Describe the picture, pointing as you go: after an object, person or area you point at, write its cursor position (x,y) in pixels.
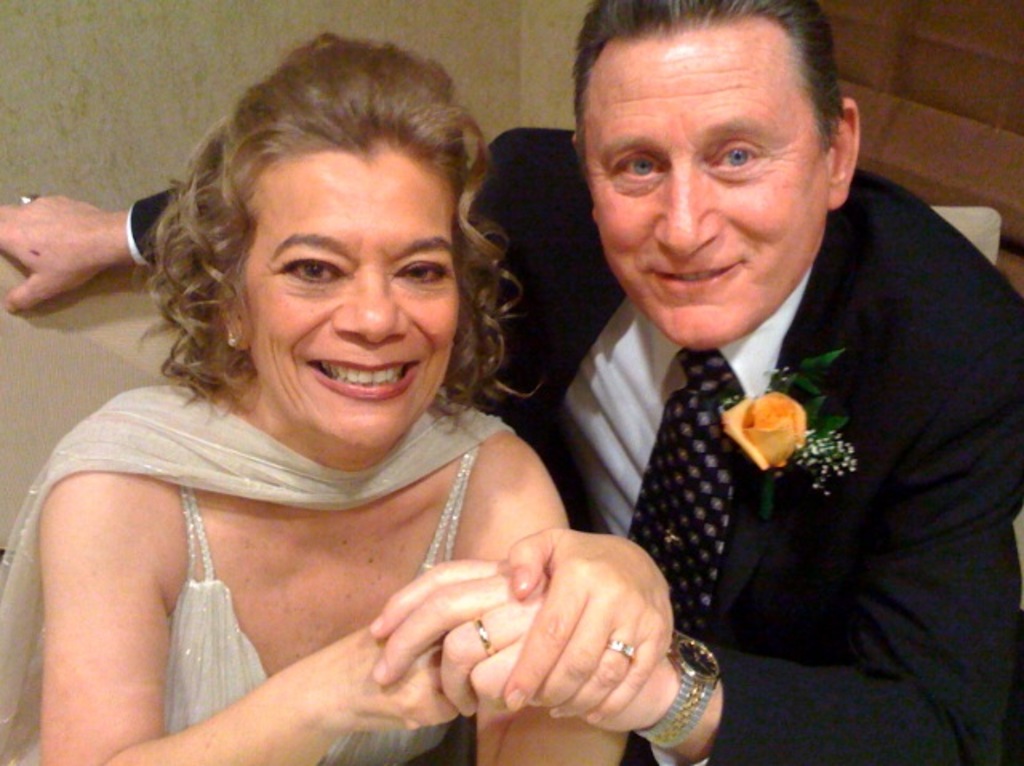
In the image we can see a man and a woman (308,541) wearing clothes (224,602), finger rings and they are smiling. The woman (352,446) is wearing ear studs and the man (780,498) is wearing a wrist watch (708,692). Here we can see the wall (61,66) and flower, yellow in color.
